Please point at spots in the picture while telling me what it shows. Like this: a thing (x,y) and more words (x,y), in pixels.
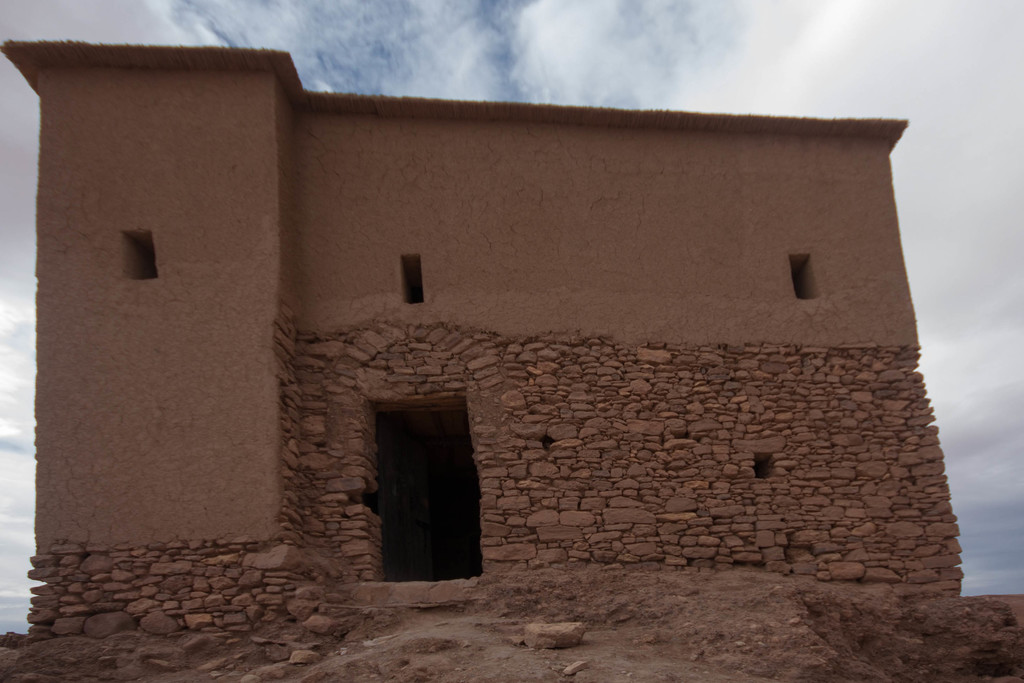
In this image we can see a building (254,194) built with cobblestones (519,446) and sky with clouds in the background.
